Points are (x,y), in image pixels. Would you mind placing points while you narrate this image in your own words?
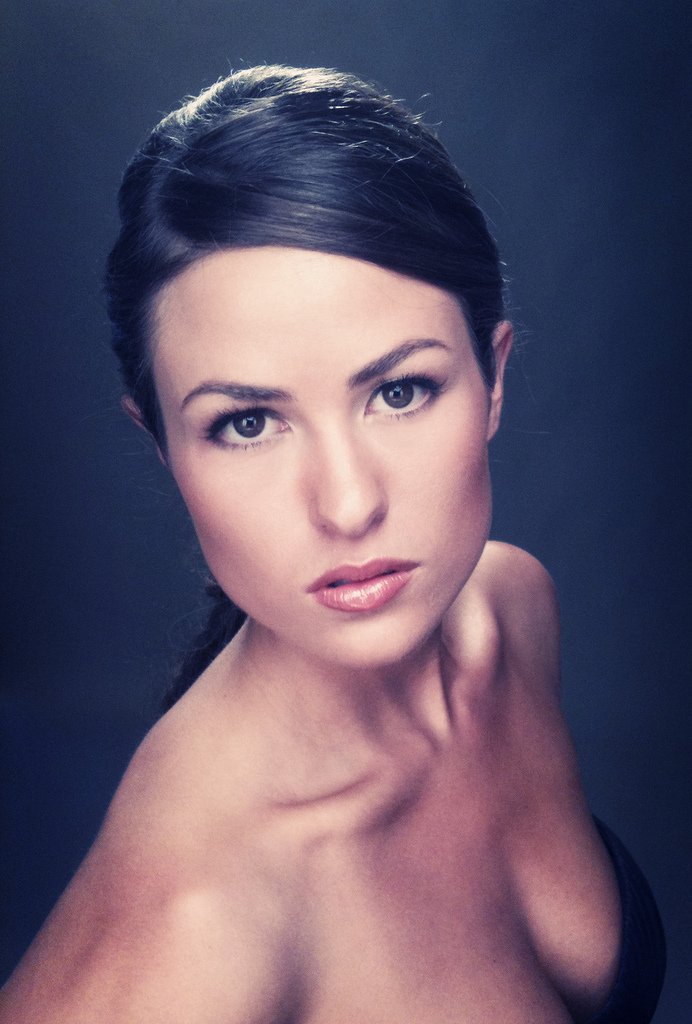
In this image I can see a woman (274,575) and I can see blue colour in background (368,1).
